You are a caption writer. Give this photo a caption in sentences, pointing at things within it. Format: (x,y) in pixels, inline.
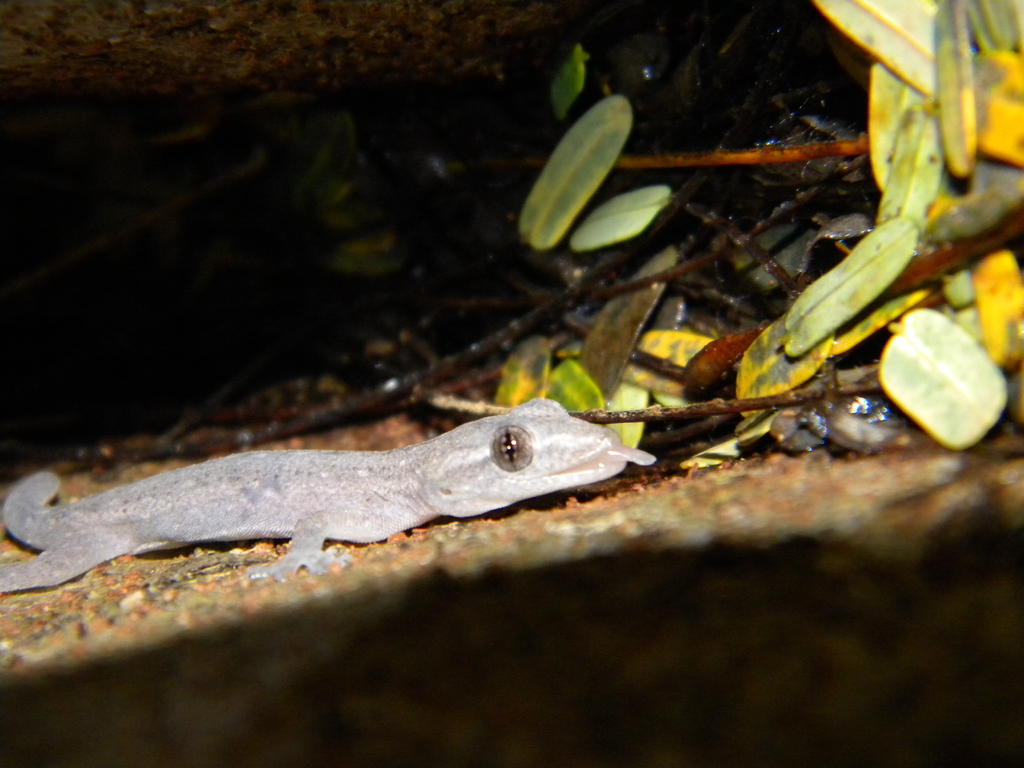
In this image, we can see a reptile (409,486) and in the background (572,311), there are leaves (898,303) and we can see twigs (705,261) and tree trunks (711,563).
